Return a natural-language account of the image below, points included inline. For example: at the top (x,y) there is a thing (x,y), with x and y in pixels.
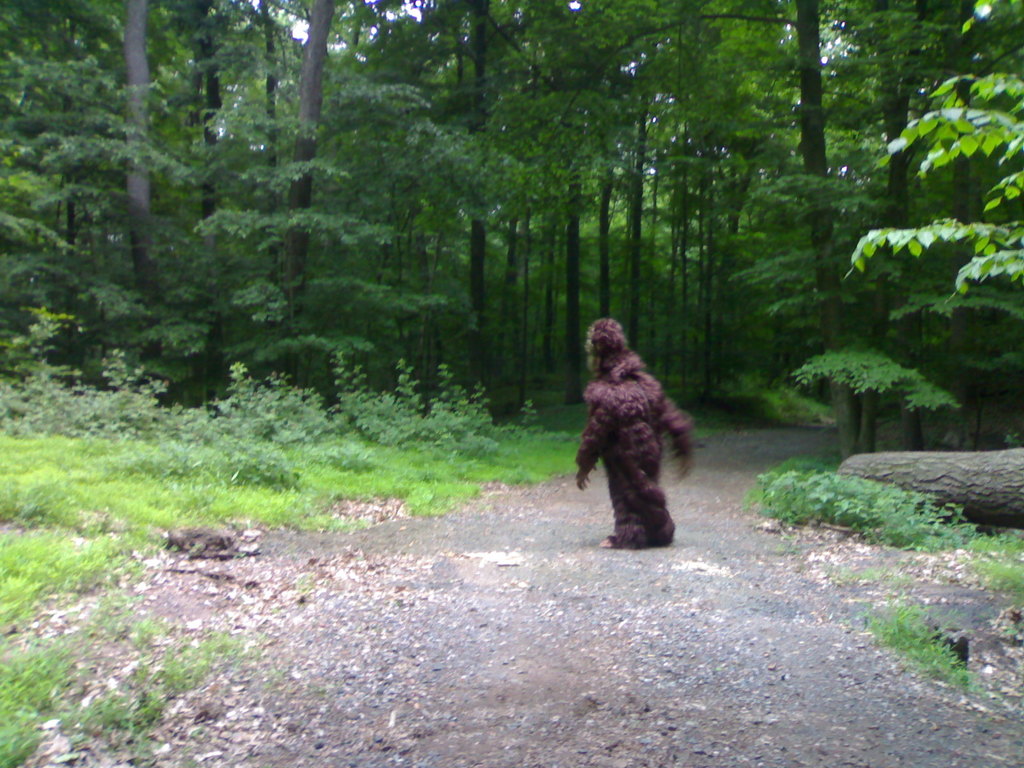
In this image I can see a person (641,483) in an animal costume (632,494). To the side of the person (607,466) I can see the grass (201,515), wooden log (940,477) and many trees (335,147). In the background (580,12) I can see the sky (407,7).
